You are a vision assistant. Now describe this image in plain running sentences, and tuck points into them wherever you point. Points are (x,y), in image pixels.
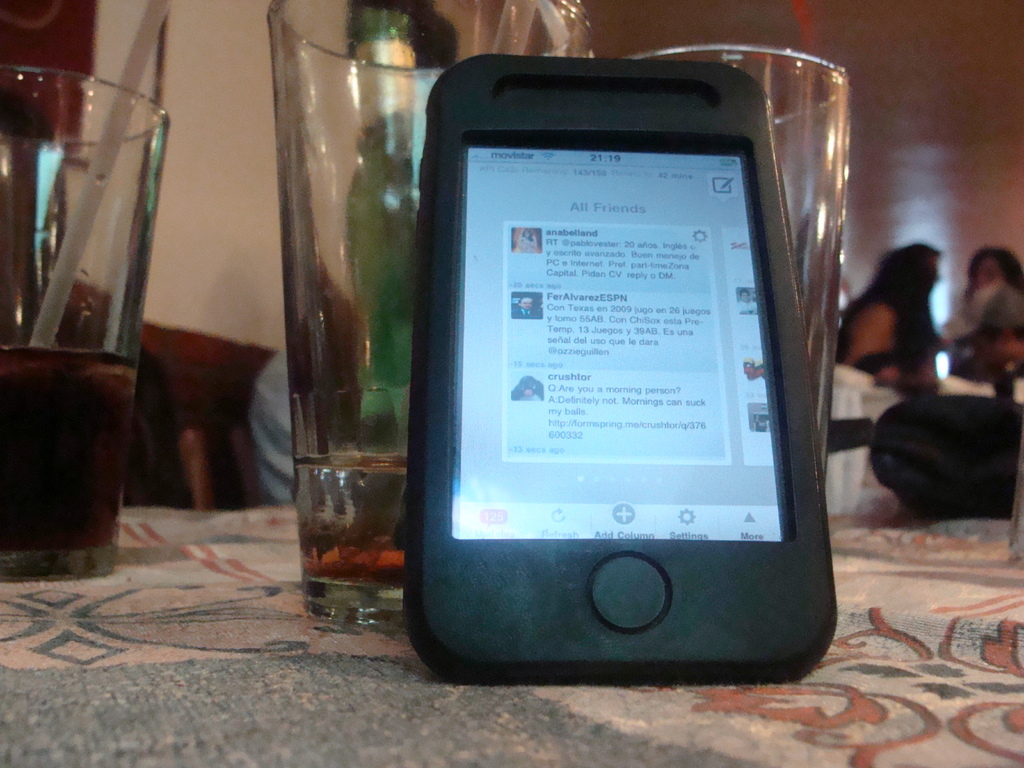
In the picture we can see a table (869,684) with a tablecloth (882,682) on it, we can see a mobile phone (520,639) and some glasses (46,495) of wine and wine bottle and in the background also we can see some people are sitting on the chairs (236,441) near the table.
